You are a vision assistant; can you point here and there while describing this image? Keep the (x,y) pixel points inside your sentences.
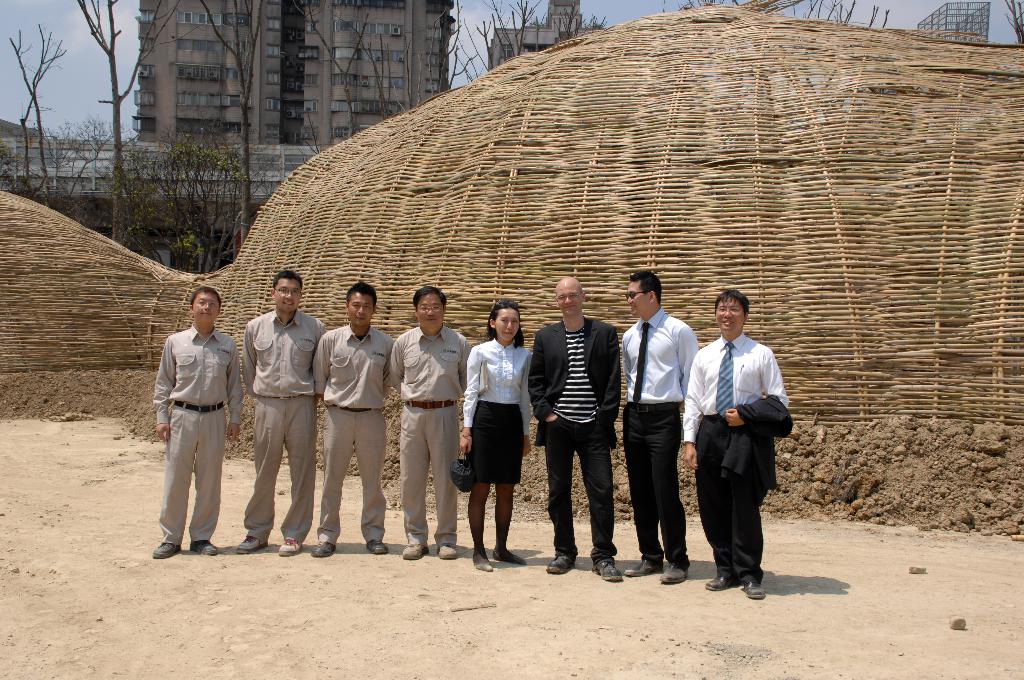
In the foreground of the picture (473,349) there are people (266,348) standing, behind them there is a wooden structure (19,281) and soil (956,478). In the background (245,94) there are trees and buildings (338,29).
